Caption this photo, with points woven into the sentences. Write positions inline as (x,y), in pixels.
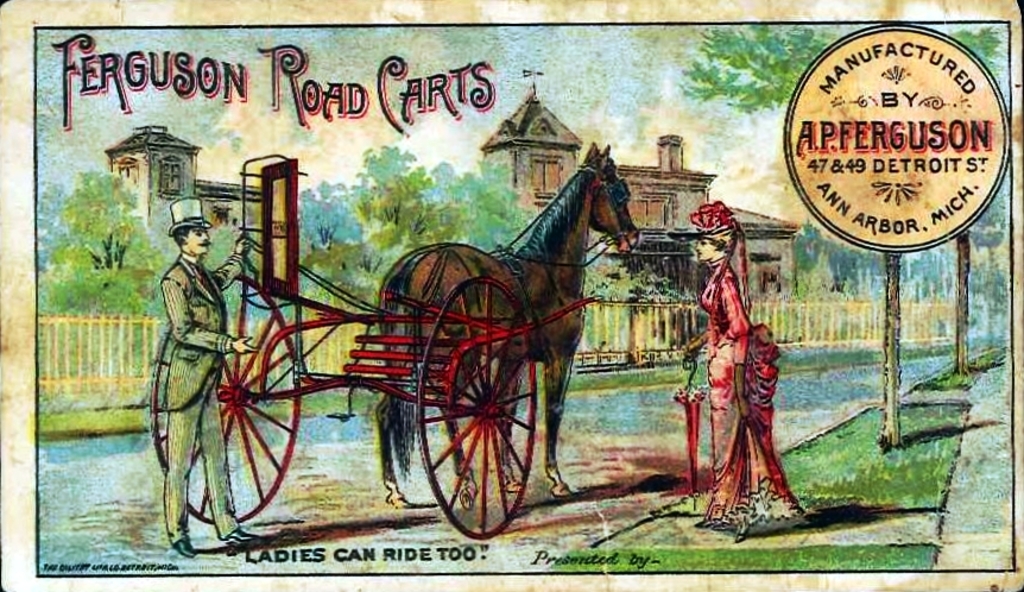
In this image I can see the board (454,374). On the board (453,503) I can see two people (711,328), horse cart (460,430) and the boards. In the background (554,138) I can see the railing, many trees (965,313) and the building (678,186). I can also see the sky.
